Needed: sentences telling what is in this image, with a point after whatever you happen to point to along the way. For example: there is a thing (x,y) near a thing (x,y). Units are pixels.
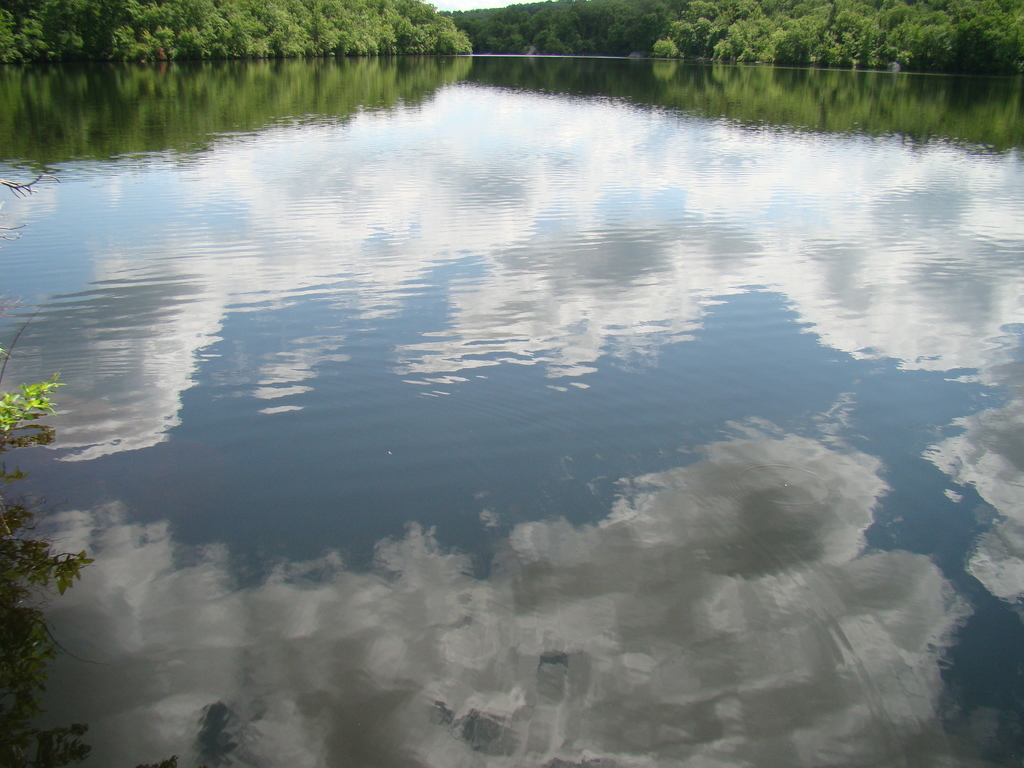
In the image I can the reflection (609,569) of clouds (577,729) in the water (372,563) and around there are some trees (333,50) and plants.
